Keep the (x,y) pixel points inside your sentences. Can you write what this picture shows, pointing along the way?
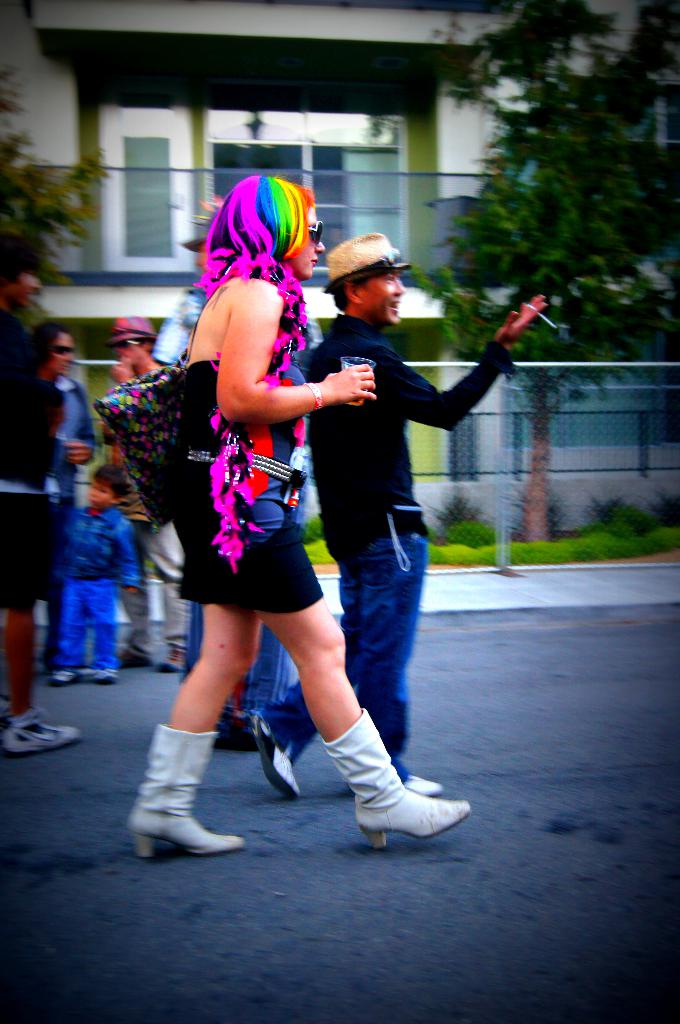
In this image we can see man (395,577) and a woman (308,654) walking on the ground (507,734). In that a woman (339,385) is holding a glass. We can also see a group of people (153,552) standing, a metal fence (515,526), some plants (643,537), grass (589,542), trees (529,532) and a building (406,355).
